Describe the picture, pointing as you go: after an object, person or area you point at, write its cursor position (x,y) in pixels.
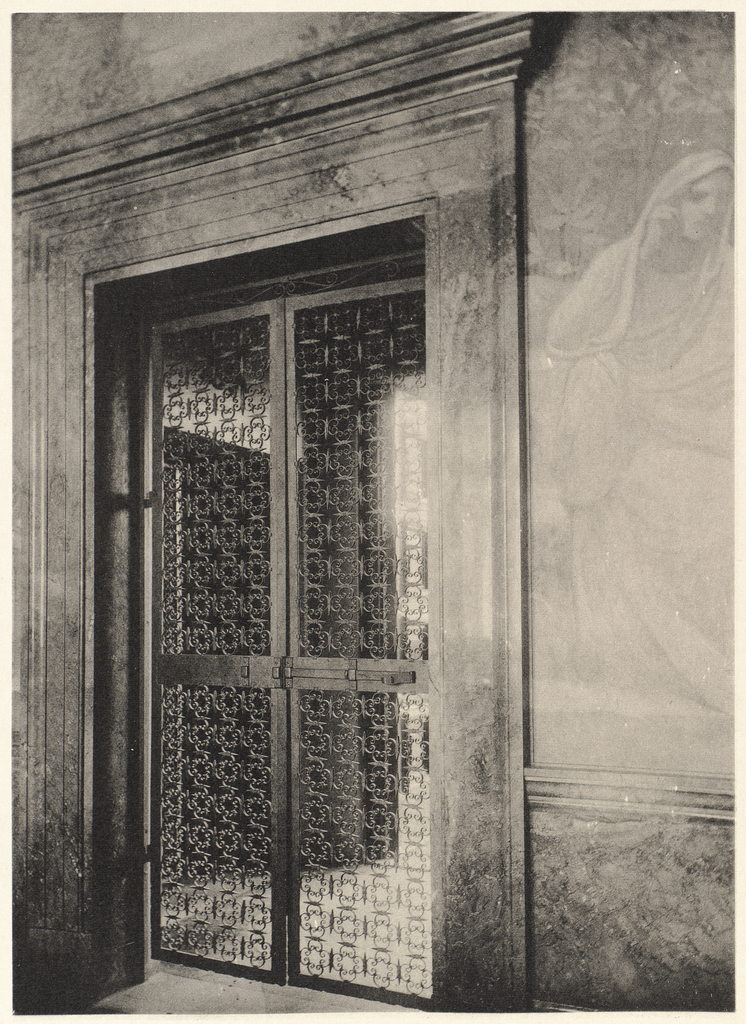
In this image there is a painting (639,670) on the wall (552,676) and there is a gate (251,651).
